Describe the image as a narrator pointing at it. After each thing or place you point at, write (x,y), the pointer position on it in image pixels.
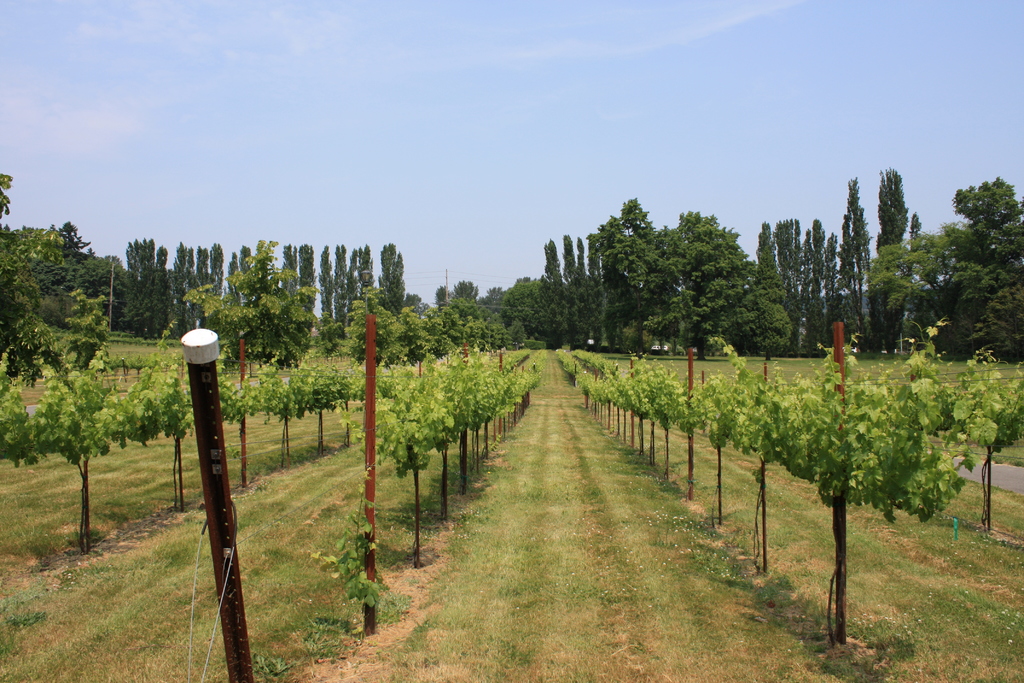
In this image there are plants (396,418), trees (519,329), poles (368,328) and the sky (446,129) is cloudy.
